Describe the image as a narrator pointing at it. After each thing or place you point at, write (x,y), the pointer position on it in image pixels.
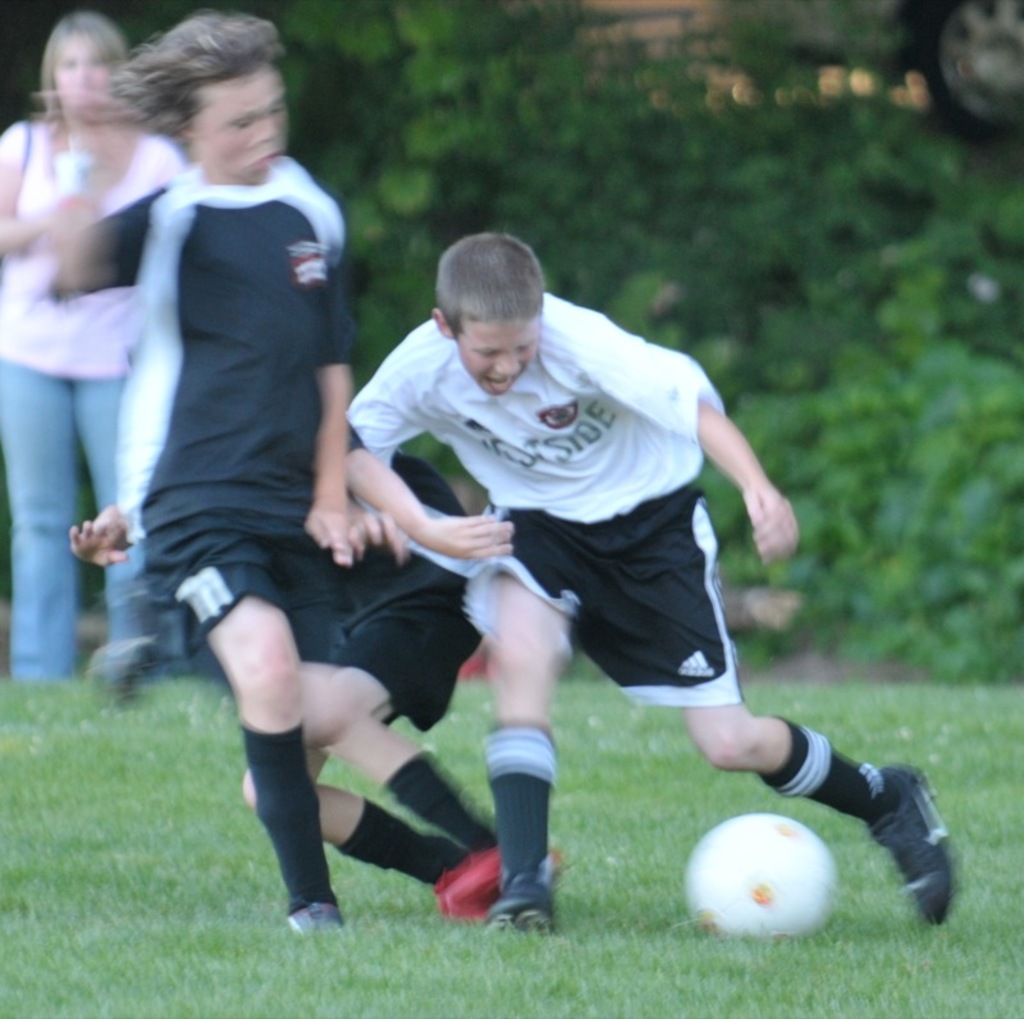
In the foreground (112,739) I can see three persons (918,843) are playing a football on the ground (632,872). In the background (709,251) I can see trees (597,286) and a woman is standing. This image is taken during a day on the ground (66,857).
